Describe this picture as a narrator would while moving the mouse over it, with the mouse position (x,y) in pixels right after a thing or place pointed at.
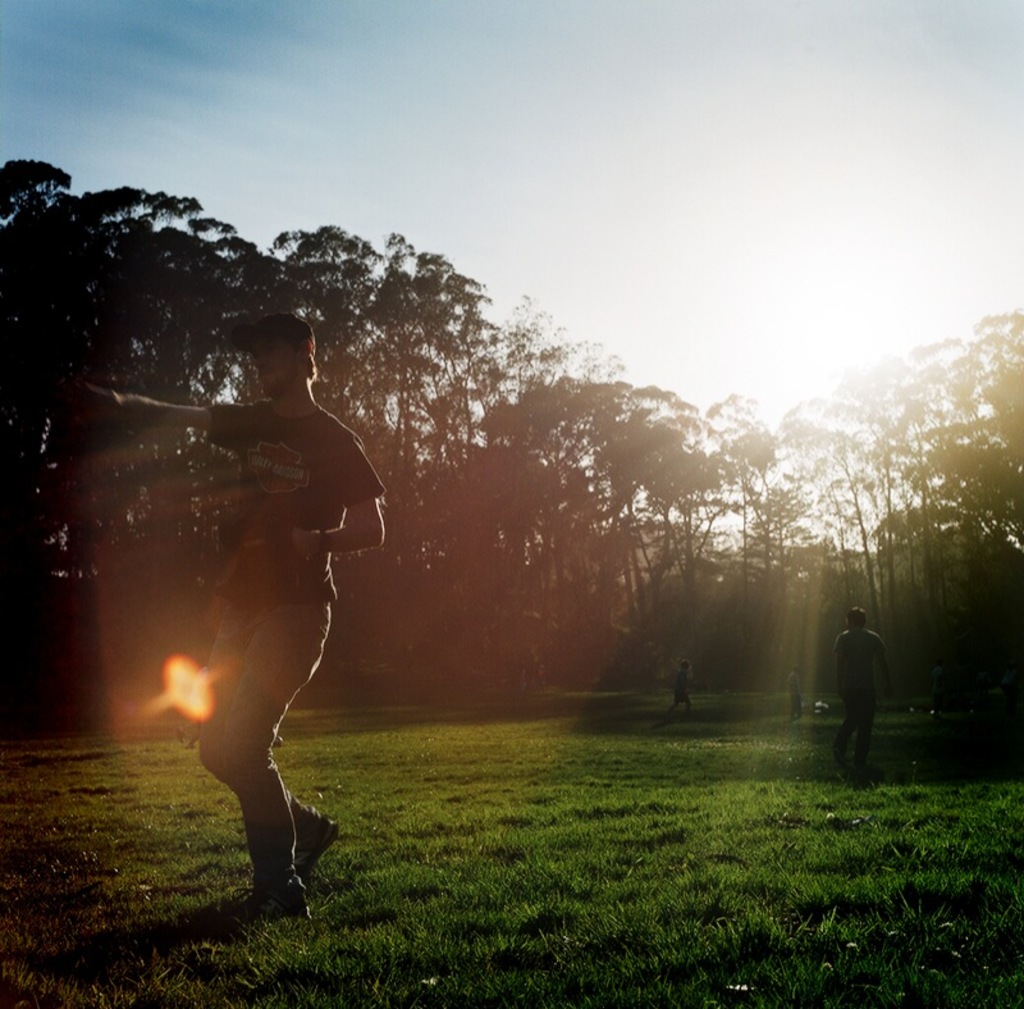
This picture is taken from the outside of the city. In this image, on the left side (238,425), we can see a man (270,889) walking on the grass (262,958). On the right side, we can also see another person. In the background (591,654), we can see two persons (939,659) are walking on the grass (592,692), plants (549,507), trees (591,417). At the top (632,230), we can see a sky (605,270), at the bottom (899,993), we can see a grass (699,796).
